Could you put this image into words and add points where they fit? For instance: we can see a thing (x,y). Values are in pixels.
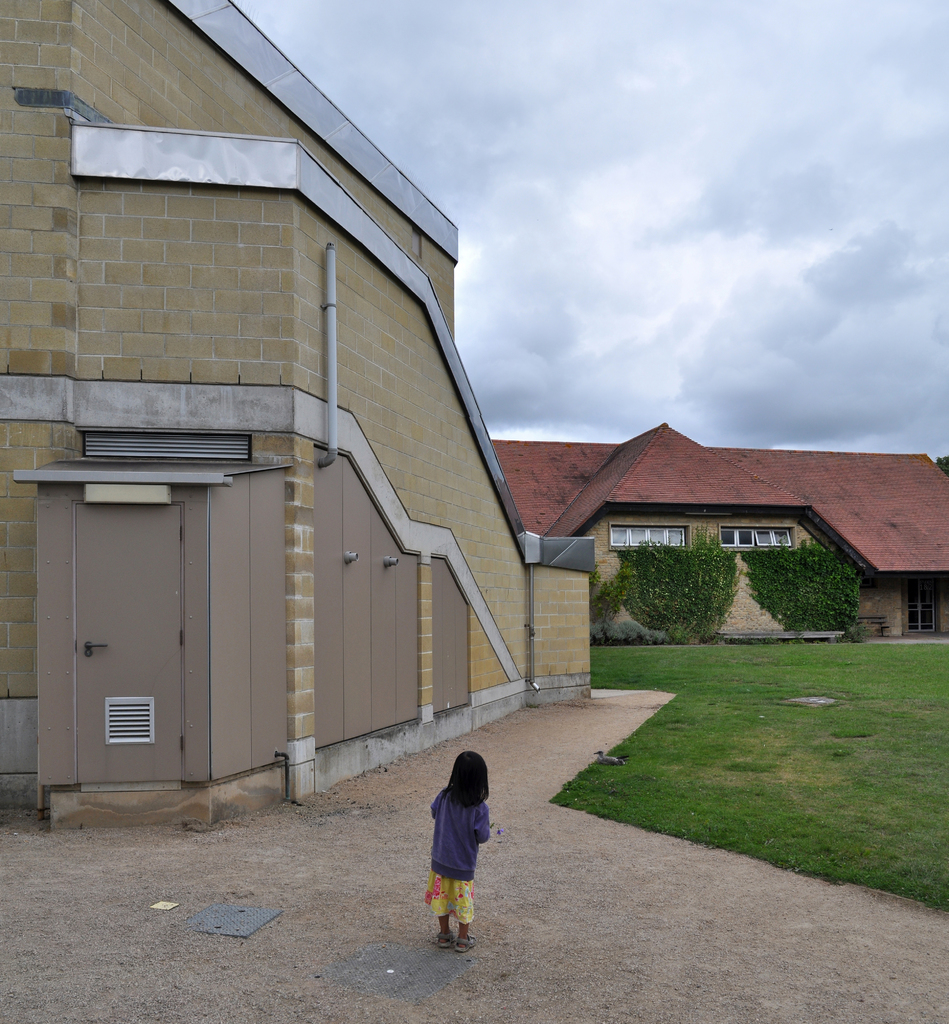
At the bottom (400,895), we see the pavement (519,960) and we see a girl (472,771) in the yellow and the purple dress (447,846) is standing. On the right side (793,731), we see the grass (793,760). On the left side (211,257), we see a building (400,408) and a door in brown color. There are trees (698,638) and a building (679,439) with a brown color roof (700,485) in the background (700,485). At the top (480,214), we see the sky (602,216).
